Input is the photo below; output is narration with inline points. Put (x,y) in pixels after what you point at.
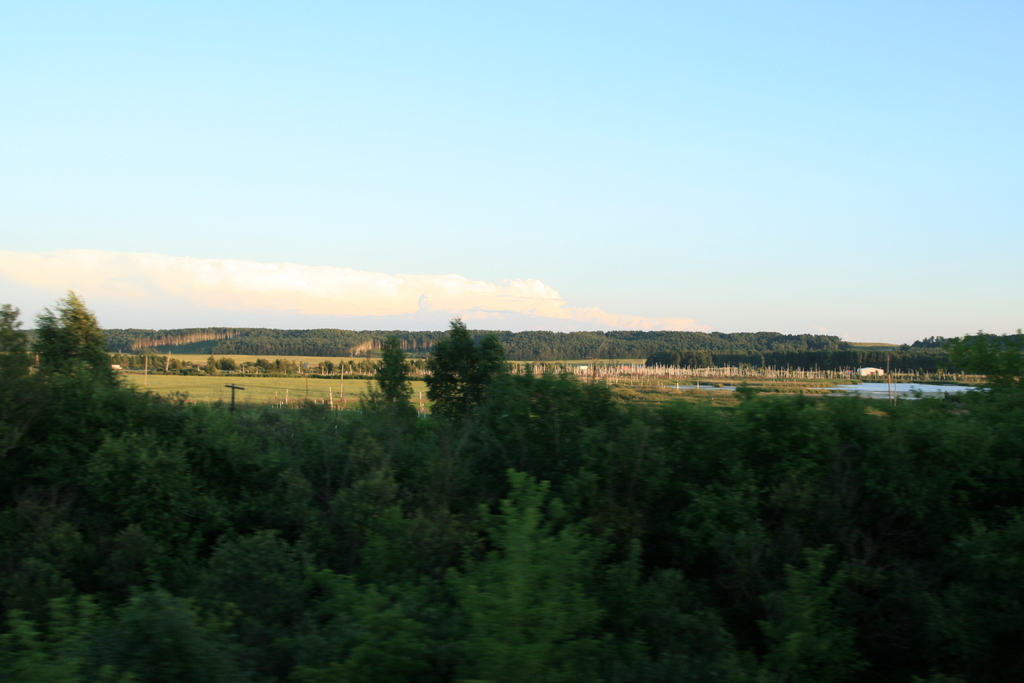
In this image I can see few trees (615,446) in green color. I can see few poles (743,371) and the sky (492,190) is in blue and white color.
